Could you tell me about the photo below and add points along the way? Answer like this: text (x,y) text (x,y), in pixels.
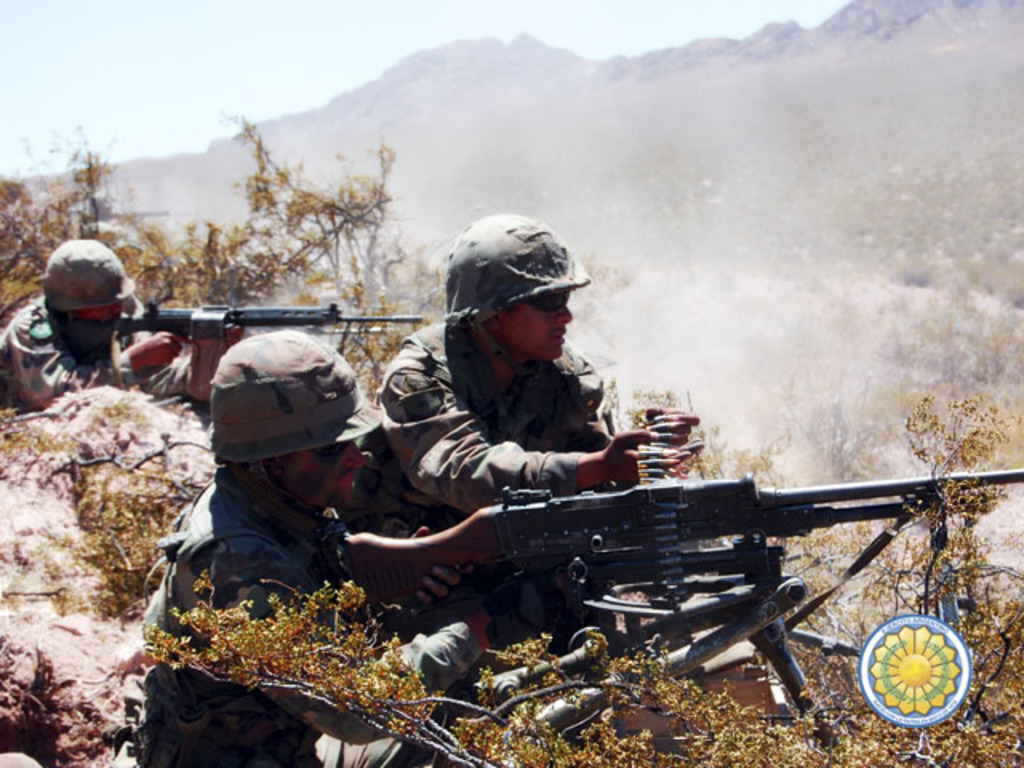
In this image I can see three people (324,504) with military uniforms (402,444). I can see two people (405,612) are holding the guns (569,555) and one person (588,448) is holding the bullets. To the side of these people (67,372) I can see the rocks (56,521) and plants (684,688). In the background (629,158) I can see the mountains (414,110) and the sky (46,61).
